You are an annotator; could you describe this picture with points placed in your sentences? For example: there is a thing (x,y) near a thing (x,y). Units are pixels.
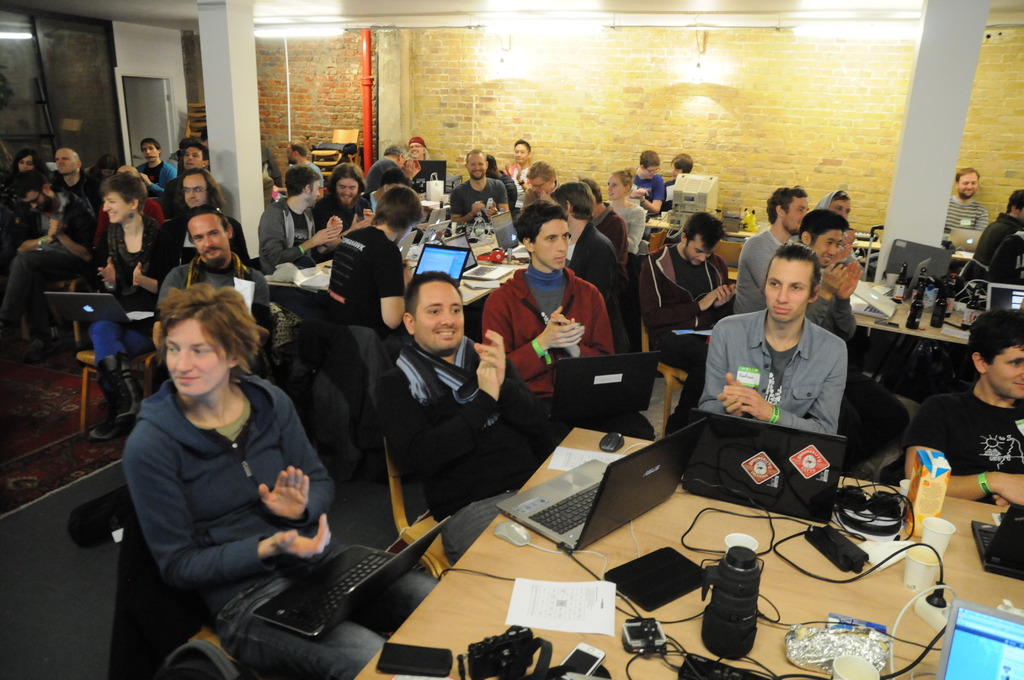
In this picture we can see a few laptops (832,471), cups (927,533), box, bottles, aluminium foil (879,641), phones (409,666), camera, headsets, computer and other objects (568,669) are visible on the tables (284,285). We can see a few people (552,184) sitting on the chair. There is a glass (21,124), some lights (342,33) on a top and a brick wall (517,96) is visible in the background (785,157).
